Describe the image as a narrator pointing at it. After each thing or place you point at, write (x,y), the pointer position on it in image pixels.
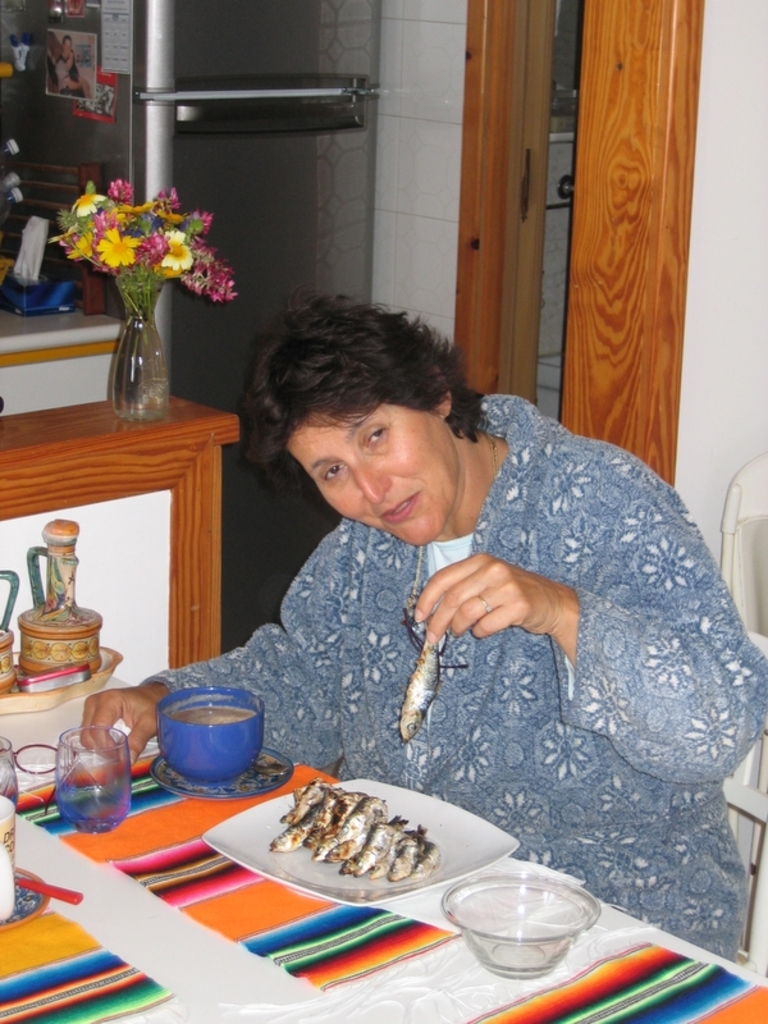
In the middle of the picture (449,521), we see the woman (562,737) is sitting on the chair (755,791). She is smiling and she is holding a fish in her hand (461,586). In front of her, we see a table (246,923) on which plate (253,840) containing fishes (349,847), glass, cup (169,760), saucer (161,775), bowl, plate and a tray (22,697) are placed. Beside her, we see a table (33,450) on which flower vase (154,299) is placed. Beside that, we see a refrigerator (72,181) on which posters (75,83) are pasted. On the right side (537,52), we see a white wall (690,313) and a wooden door (582,330).
